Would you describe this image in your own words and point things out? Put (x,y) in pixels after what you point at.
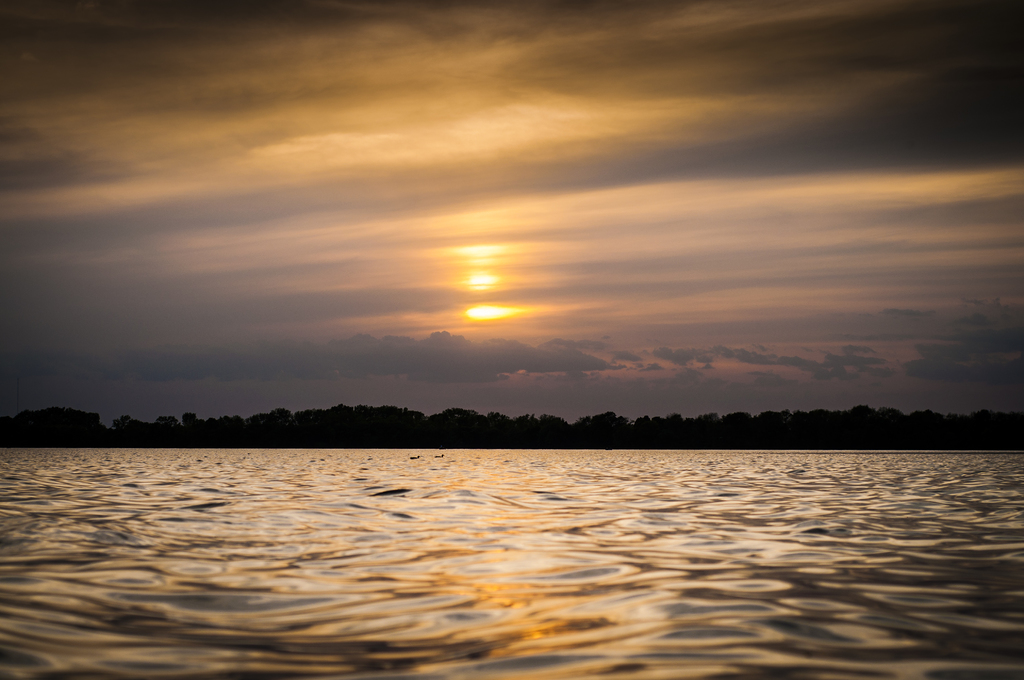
we can see a beautiful view of ocean (467,478), trees (743,433), sun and clouds (326,292).
